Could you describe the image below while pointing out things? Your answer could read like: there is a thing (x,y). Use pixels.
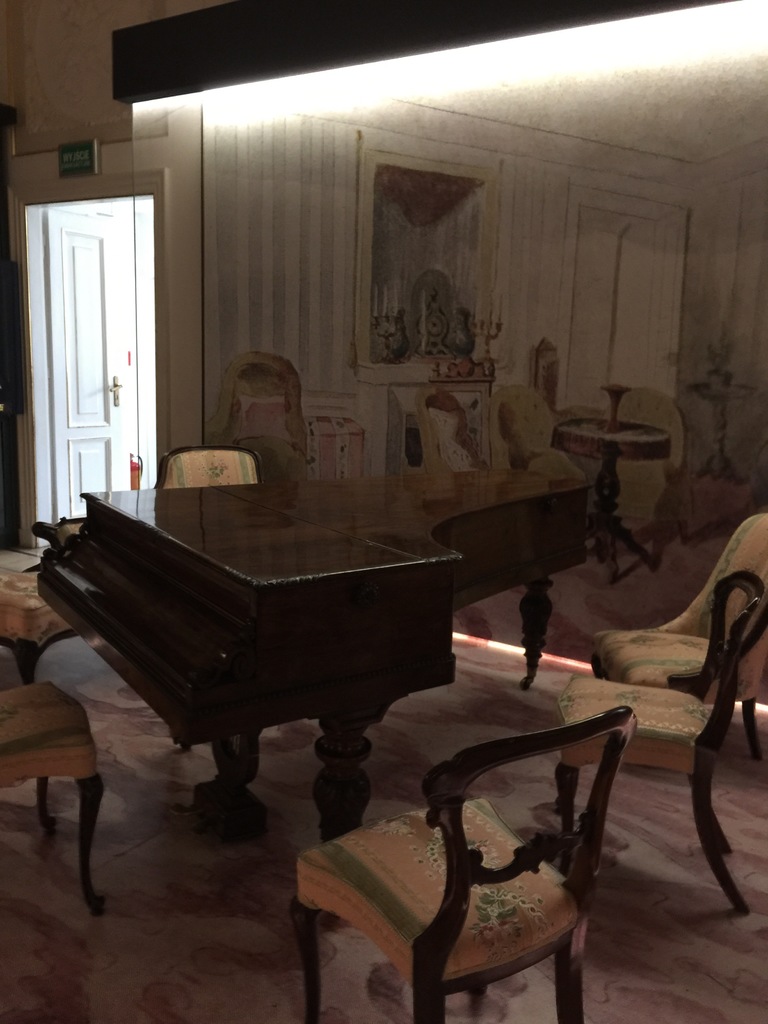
In this image there is one piano (387,533) and chairs (221,480) are there on the floor (543,789), and on the top of the image (375,197) there is one wall (510,238) and on the left side (78,331) there is one door (86,316) and on the top of the image (265,97) there is one light (488,71).
